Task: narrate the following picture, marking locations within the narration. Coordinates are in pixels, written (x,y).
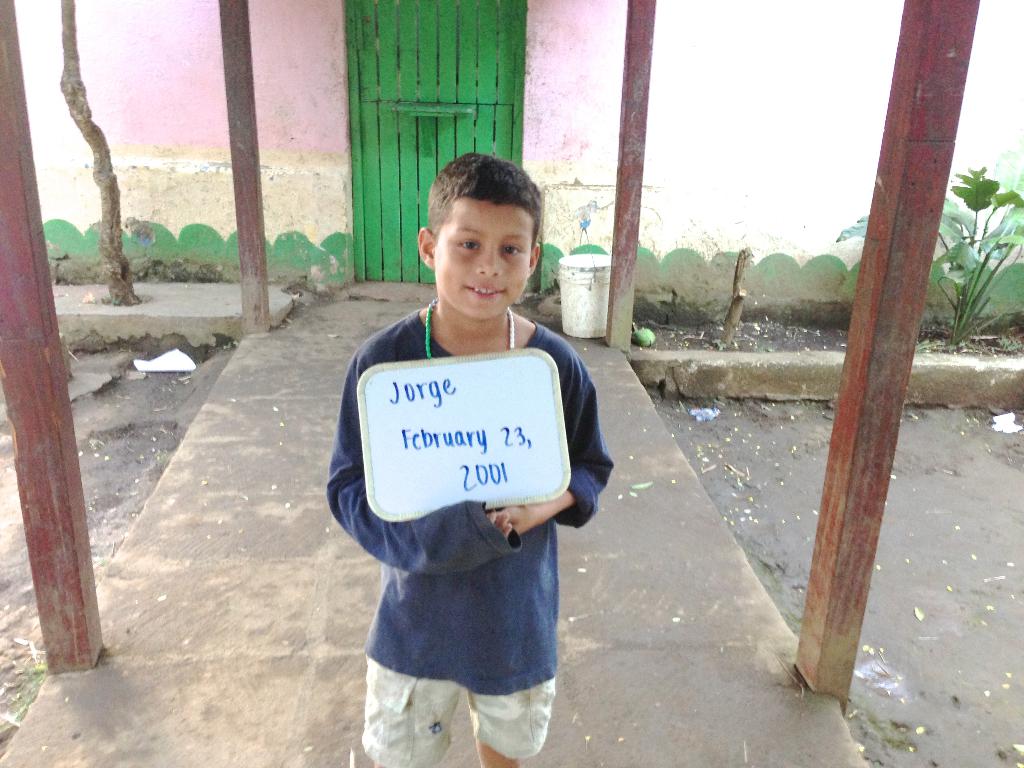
In this image we can see a boy (492,291) holding the text board (460,442) and standing and also smiling. In the background (585,25) we can see the wall (878,65), white color bucket (605,274) and also plant (978,284) and tree (109,265). We can also the wooden pillars (223,19) and also the path (307,488).
